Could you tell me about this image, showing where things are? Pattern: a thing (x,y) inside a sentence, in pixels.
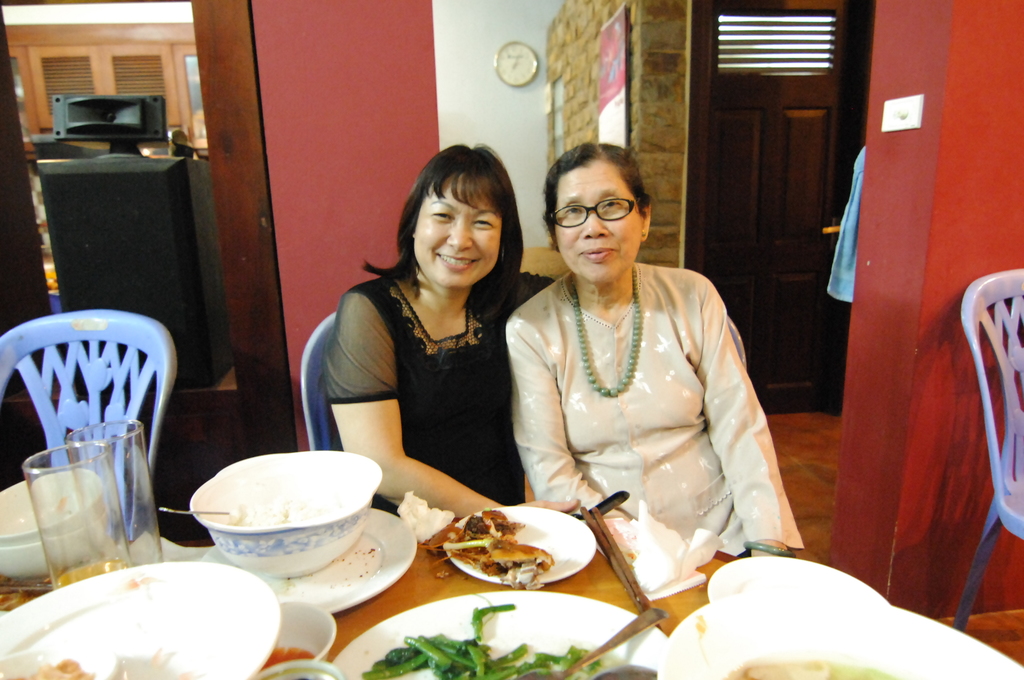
In this image I can see two people (377,320) are sitting on chairs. In-front of them there is a table (482,587), on the table (453,624) there are bowls (19,503), plates (525,510), food (497,545), chopsticks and objects (74,578). In the background of the image (254,154) there are walls (906,194), speaker (163,191), doors (812,73), clock (500,60), board (600,71) and objects (862,162). Clock (517,56) is on the wall (473,82).
